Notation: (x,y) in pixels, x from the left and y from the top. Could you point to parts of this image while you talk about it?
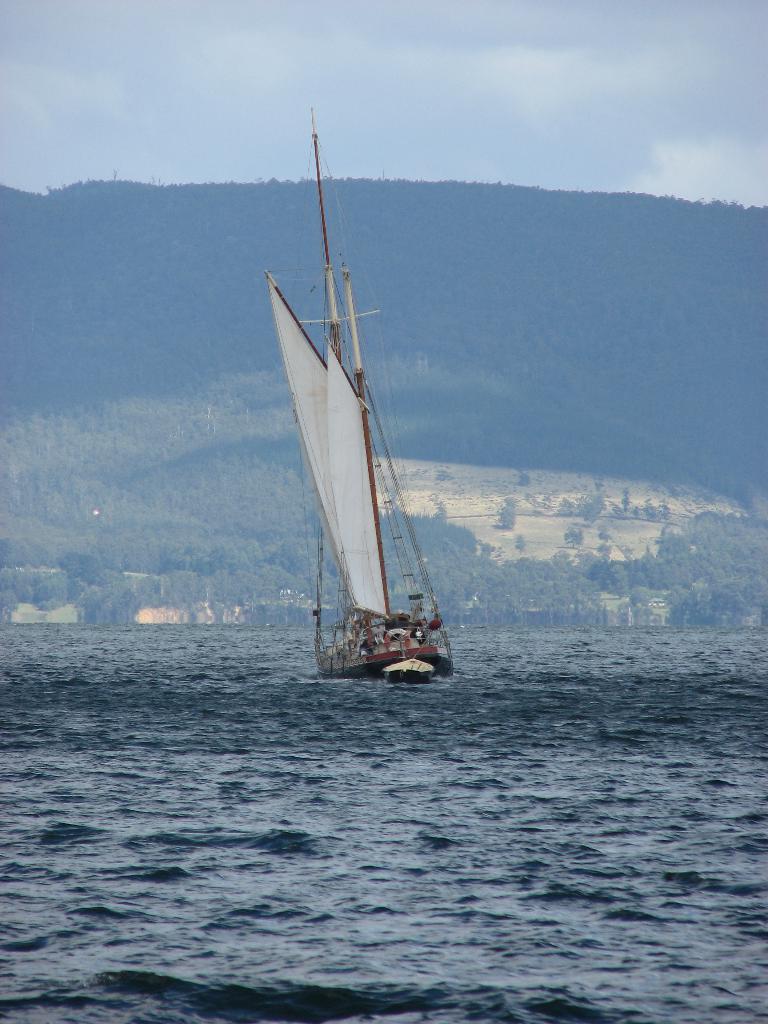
In this image we can see sailboat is floating on the water (150,802). In the background (30,369), we can see the trees (113,491), hills (429,452) and the cloudy sky (336,178).
